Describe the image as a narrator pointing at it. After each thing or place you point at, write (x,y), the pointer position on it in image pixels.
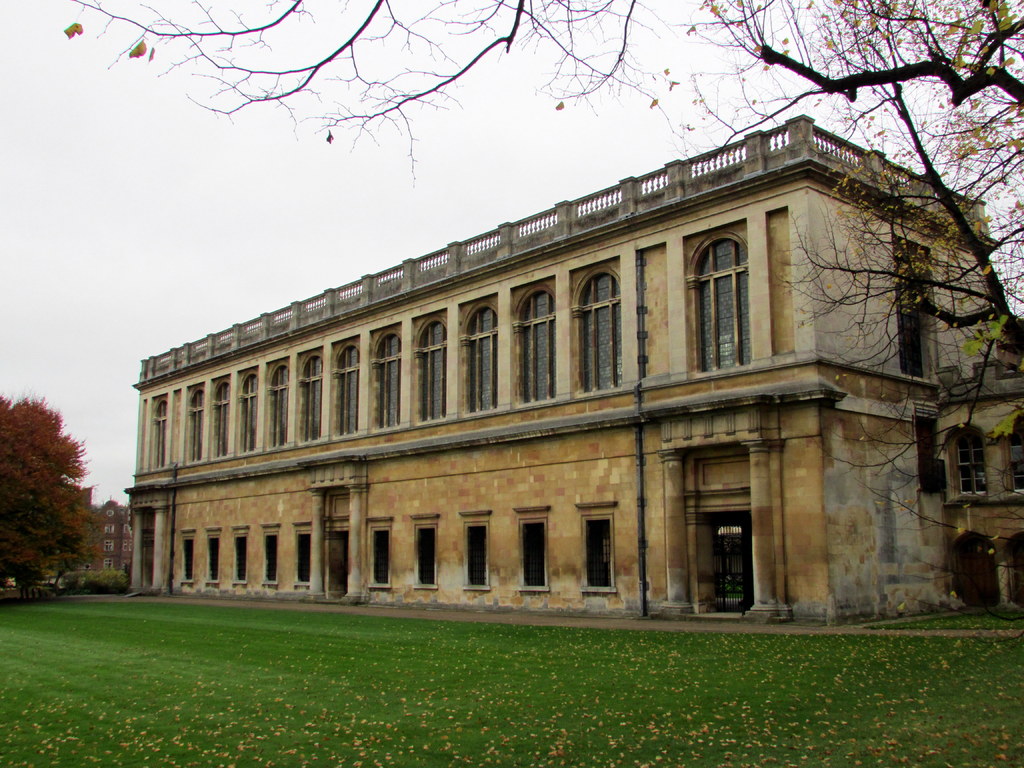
In this image there are buildings (360,512). At the bottom (538,647) there is grass (391,658). In the background (0,338) there are trees (21,582) and sky (155,214).
